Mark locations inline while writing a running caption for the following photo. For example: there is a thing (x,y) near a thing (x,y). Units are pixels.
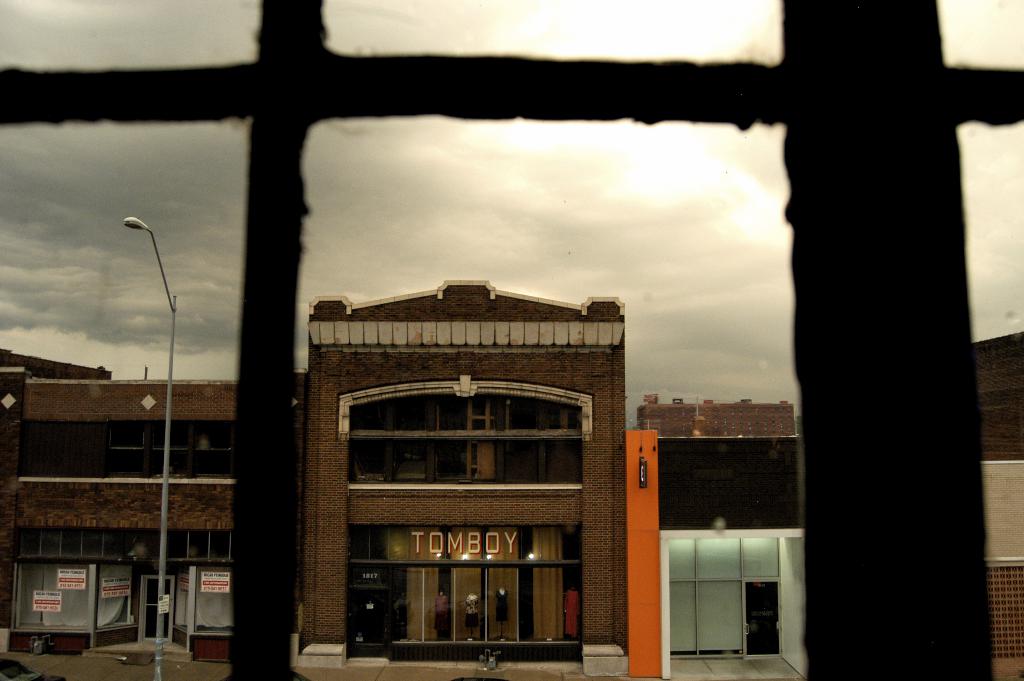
In this image we can see some buildings (228,549), road (226,673), pole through the window (840,191) and top of the image (538,178) there is cloudy sky (653,163).
